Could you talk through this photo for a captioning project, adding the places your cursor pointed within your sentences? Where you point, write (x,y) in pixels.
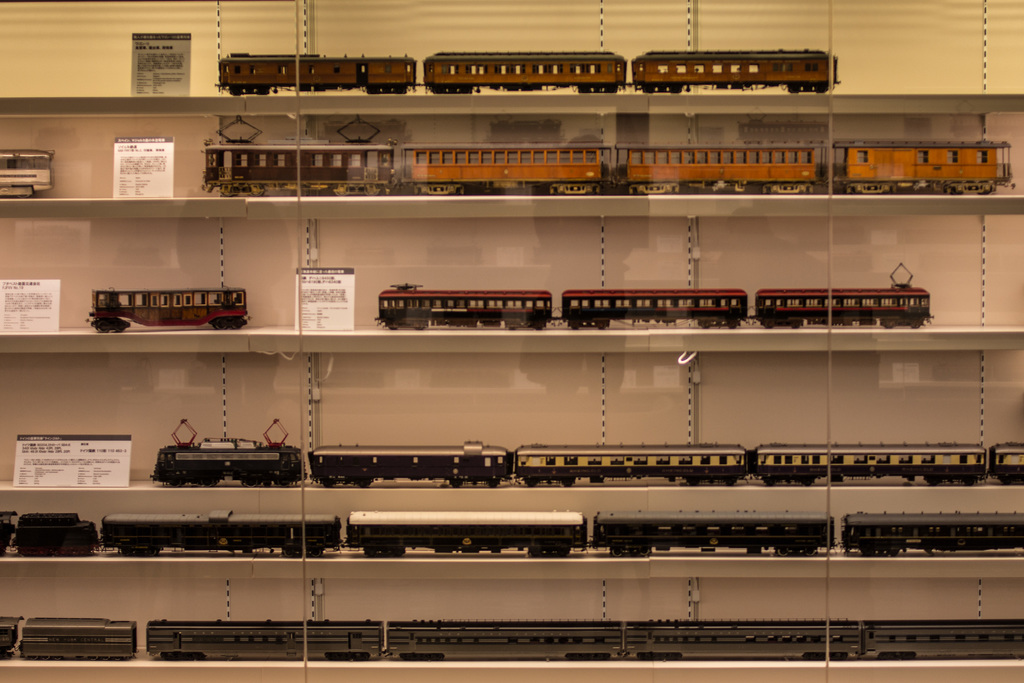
In this image we can see the rack (678,103) with the depiction of trains (498,68) We can also see the text boards (148,175).
